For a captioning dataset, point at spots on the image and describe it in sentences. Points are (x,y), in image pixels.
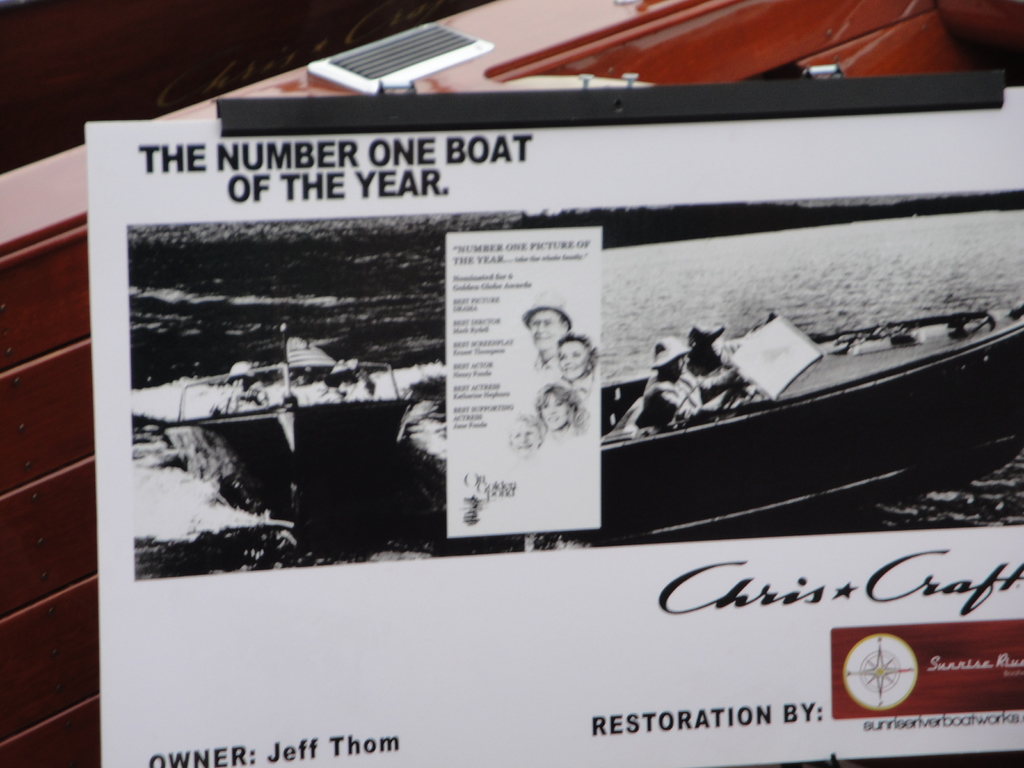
In this image we can see a poster (199,576). Something written on this poster (806,519). Here we can see pictures of people (582,363), boats (784,369), water (735,303) and logo (846,666). Background (798,30) it is in red color.
